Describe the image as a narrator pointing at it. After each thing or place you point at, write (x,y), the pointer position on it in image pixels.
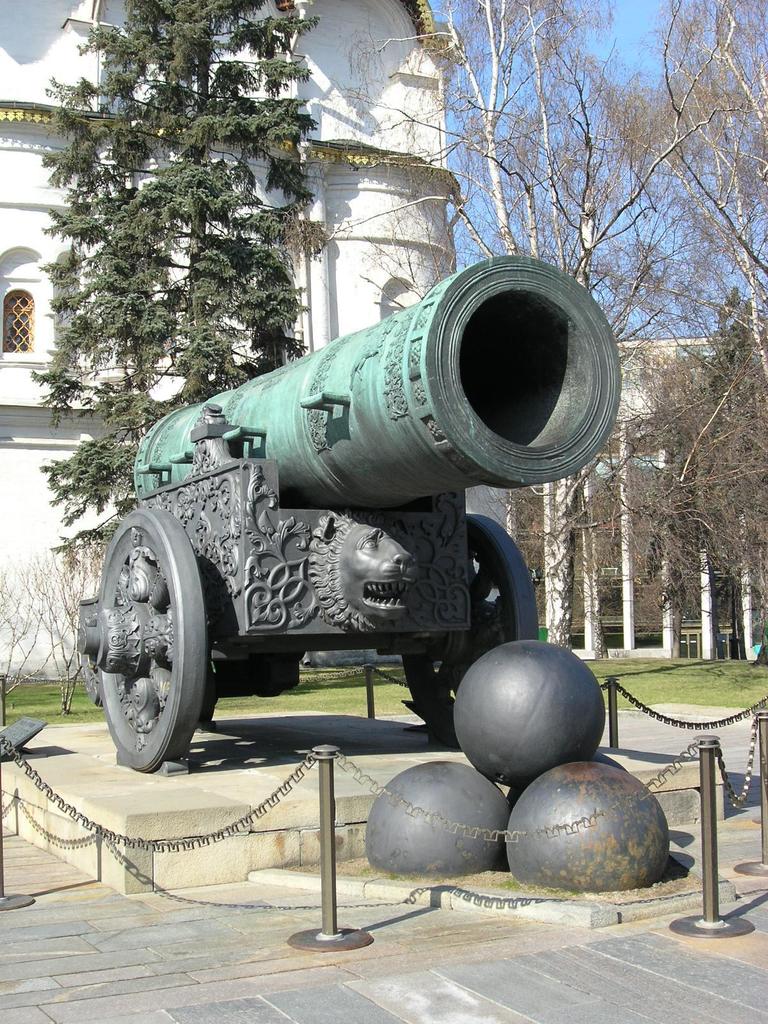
In this image we can see tsar cannon (291,585), behind this there is a building (11,216) and trees (585,253).
